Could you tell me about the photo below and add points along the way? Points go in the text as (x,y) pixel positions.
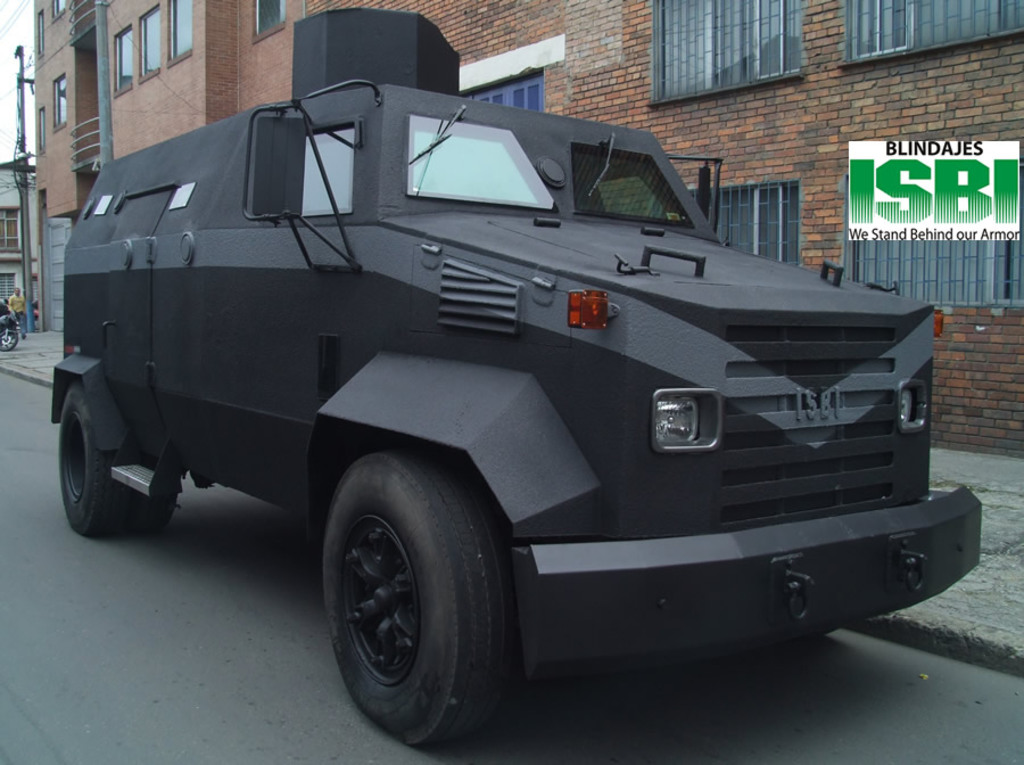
In this picture I can see a vehicle (84,329) on the road (117,582), there is another vehicle (5,345) on the pathway (48,358), there is a person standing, there are buildings (36,129) and there is a watermark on the image.
